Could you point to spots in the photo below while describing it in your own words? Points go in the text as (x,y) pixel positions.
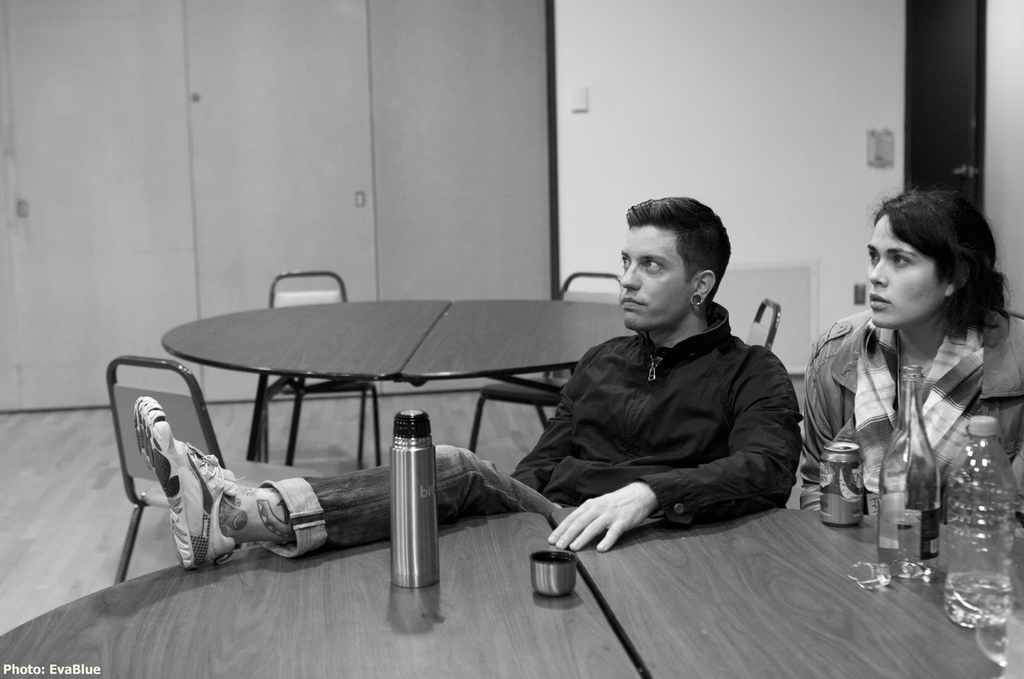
In this image I can see a man (475,454) and a woman (843,376) are sitting on a chair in front of a table (512,613). On the table (492,664) we have two bottles (893,530) and other stuff (862,573) on it.
